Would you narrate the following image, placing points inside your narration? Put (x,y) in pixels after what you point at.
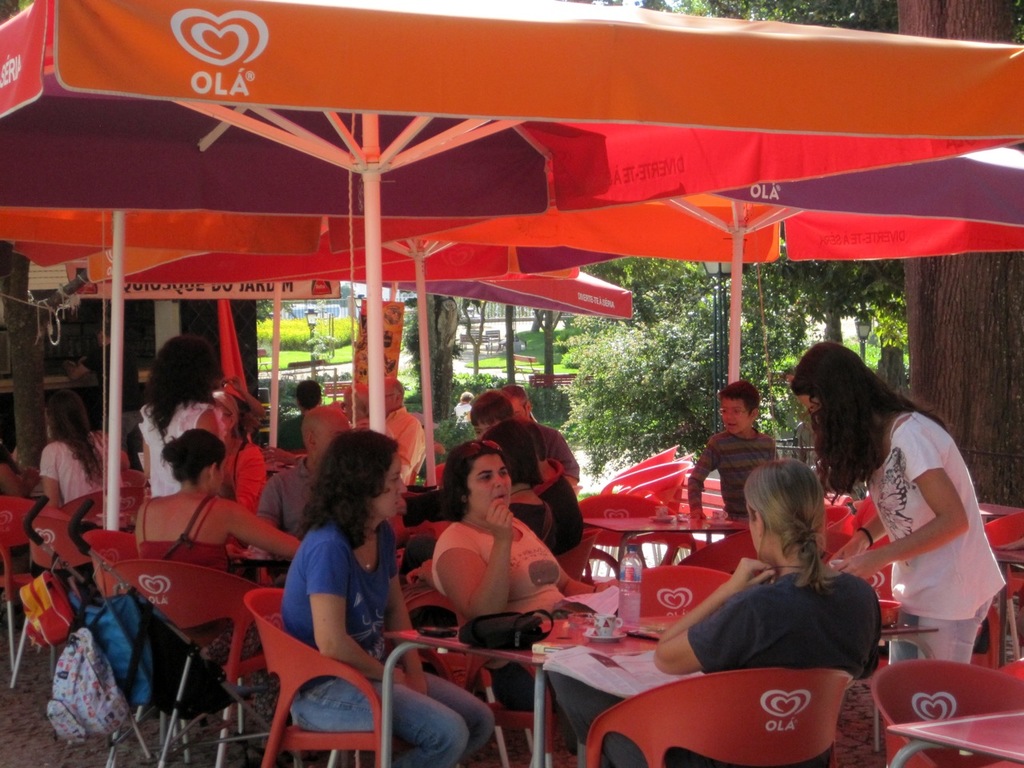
At the bottom of the image (737,636) few people (207,502) are sitting on chairs (1,507). Behind the chairs (4,526) few people (157,448) are standing and there are some tables (615,624), on the tables (407,648) there are some bottles (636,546) and plates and cups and glasses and bags (72,736). At the top of the image (435,52) there are some tents (403,58). Behind the tents (550,45) there are some trees (970,332) and plants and poles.
